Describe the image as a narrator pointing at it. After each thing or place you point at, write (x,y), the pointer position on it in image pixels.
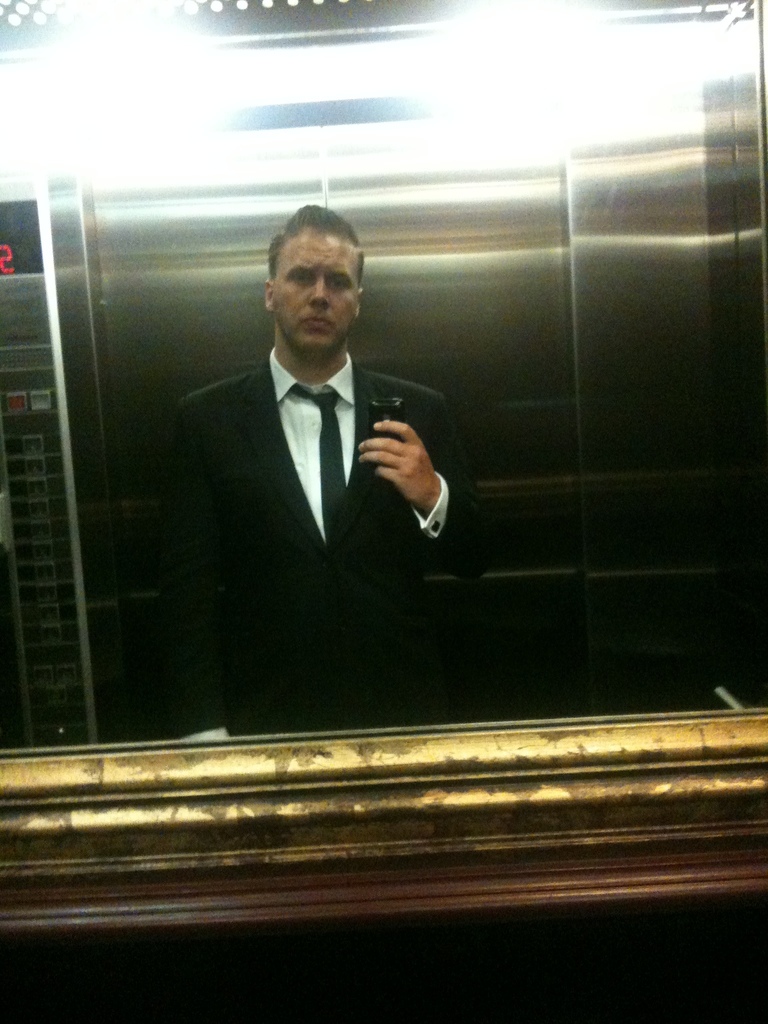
In the foreground of the image (140,223) there is a mirror (140,648). In which we can see a reflection (399,428) of a person (252,369) holding a camera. This image is taken inside a lift (665,209).
